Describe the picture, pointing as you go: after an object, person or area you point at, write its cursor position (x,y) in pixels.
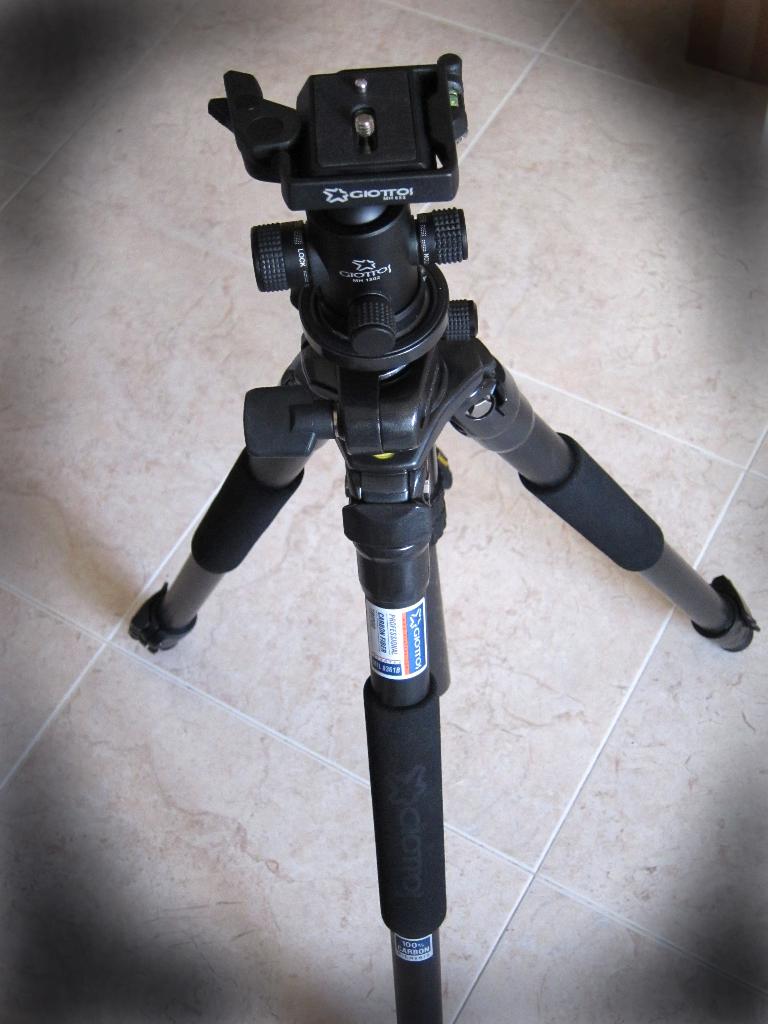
The picture consists of a camera tripod stand (415,428). At the bottom (338,849) there is floor (495,113).
